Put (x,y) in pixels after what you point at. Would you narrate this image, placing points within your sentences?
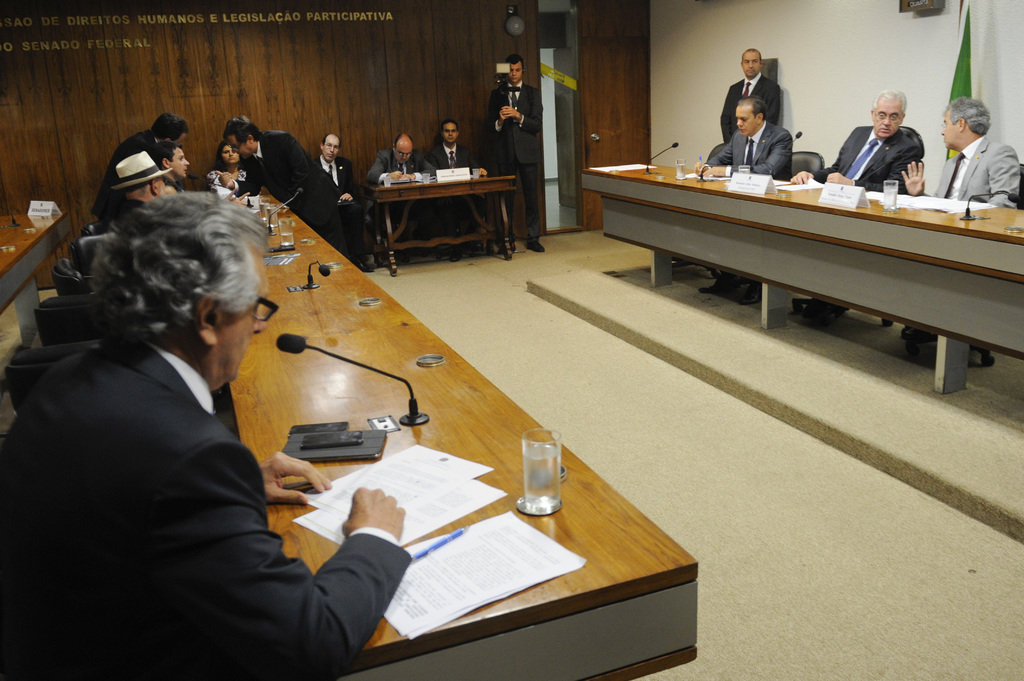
In this image I can see people (987,112) where few (516,69) are standing and rest all are sitting on chairs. I can also see a man (512,107) is holding a camera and most of them are wearing suit (736,106) and tie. I can see few tables (724,237) and on these tables (386,409) I can see few glasses (556,461) papers (377,483) and mics (659,155).
